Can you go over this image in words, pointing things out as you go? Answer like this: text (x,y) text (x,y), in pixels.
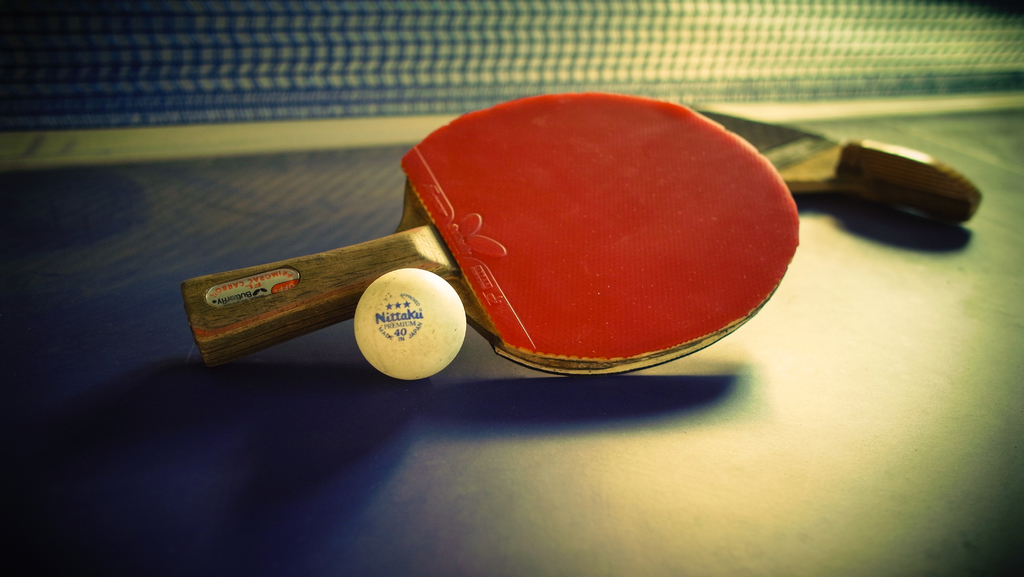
In this image there is a table tennis table (565,455) and there is a table tennis bat (462,270) and a ball (436,291) on the table (844,384).
